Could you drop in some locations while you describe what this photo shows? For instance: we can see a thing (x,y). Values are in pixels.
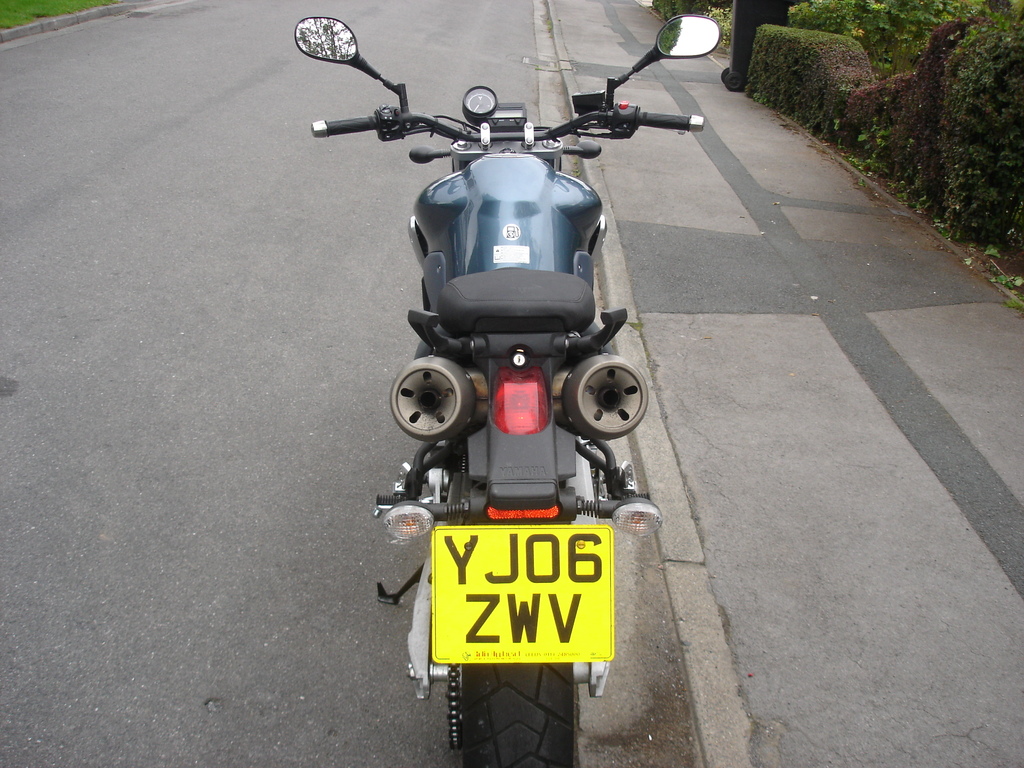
In front of the picture, we see a bike (511,415). At the bottom of the picture (130,571), we see the road (120,290). In the right top of the picture (822,110), we see trees (846,4) and shrubs (857,60).
